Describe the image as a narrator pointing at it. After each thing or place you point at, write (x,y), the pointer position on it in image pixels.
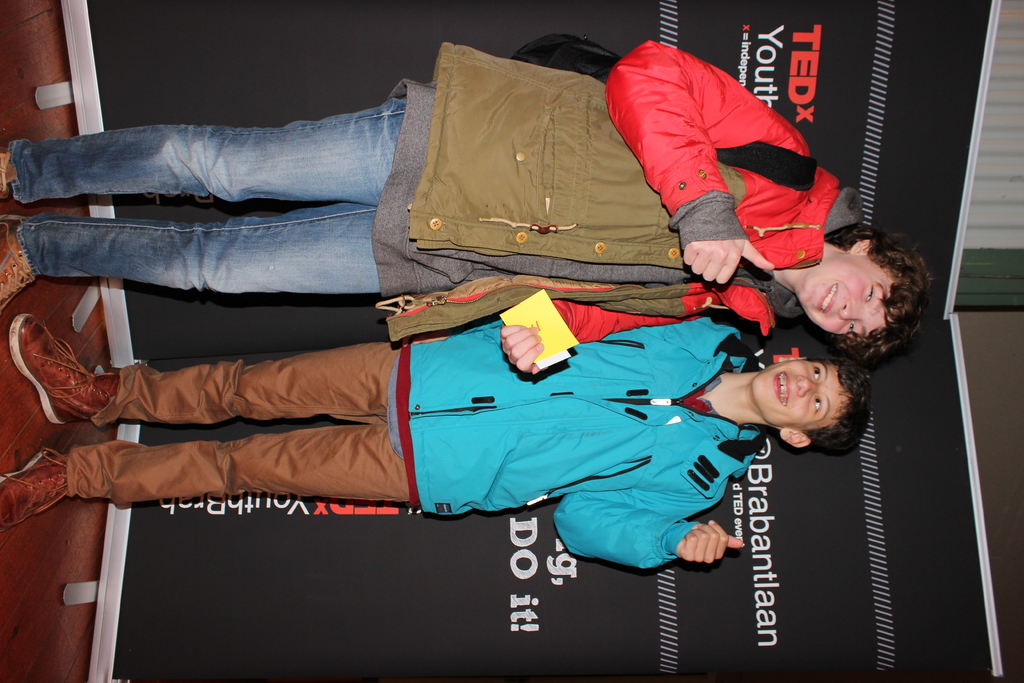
In the picture we can see a person (552,266) wearing grey and red color jacket (747,96) is holding some papers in his hands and a person (552,473) wearing blue color jacket (467,455) are standing on the wooden floor (90,538) and smiling. In the background (552,645), we can see black color banners (935,144) on which we can see some text (561,578) is printed and which is placed on the wooden floor (88,283).
